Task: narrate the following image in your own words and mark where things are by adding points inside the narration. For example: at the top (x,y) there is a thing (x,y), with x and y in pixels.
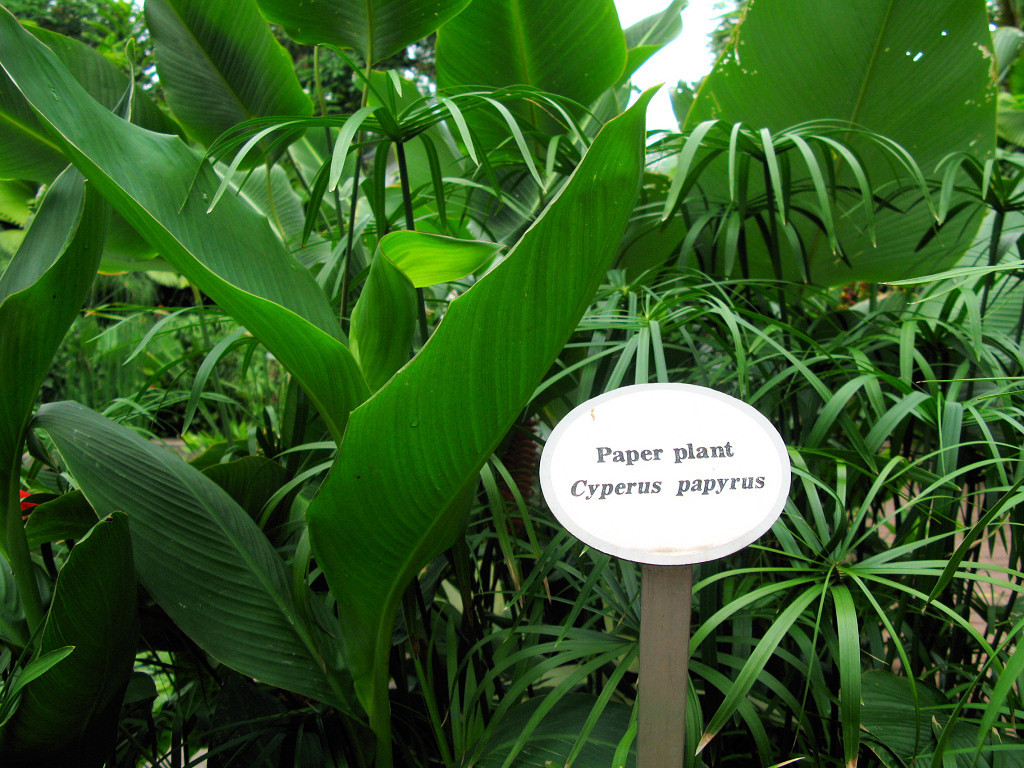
In the foreground of the picture (671,453), there is a board (659,446) and there are plants (601,313). In the background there are trees (301,61).
